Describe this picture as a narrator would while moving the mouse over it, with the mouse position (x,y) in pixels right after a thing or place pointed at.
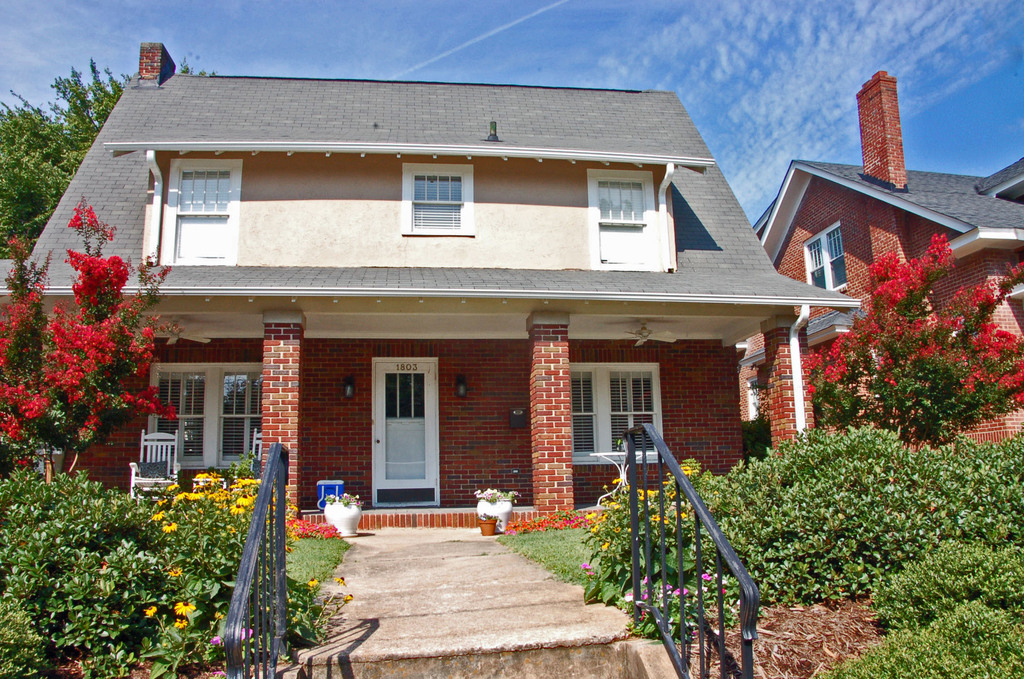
In the picture I can see buildings (577,341), trees (18,267), flower plants (174,552), pillars (562,410), a chair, fence (747,664) and some other objects (353,505) on the ground (594,652). In the background (641,52) I can see the sky (685,108).
